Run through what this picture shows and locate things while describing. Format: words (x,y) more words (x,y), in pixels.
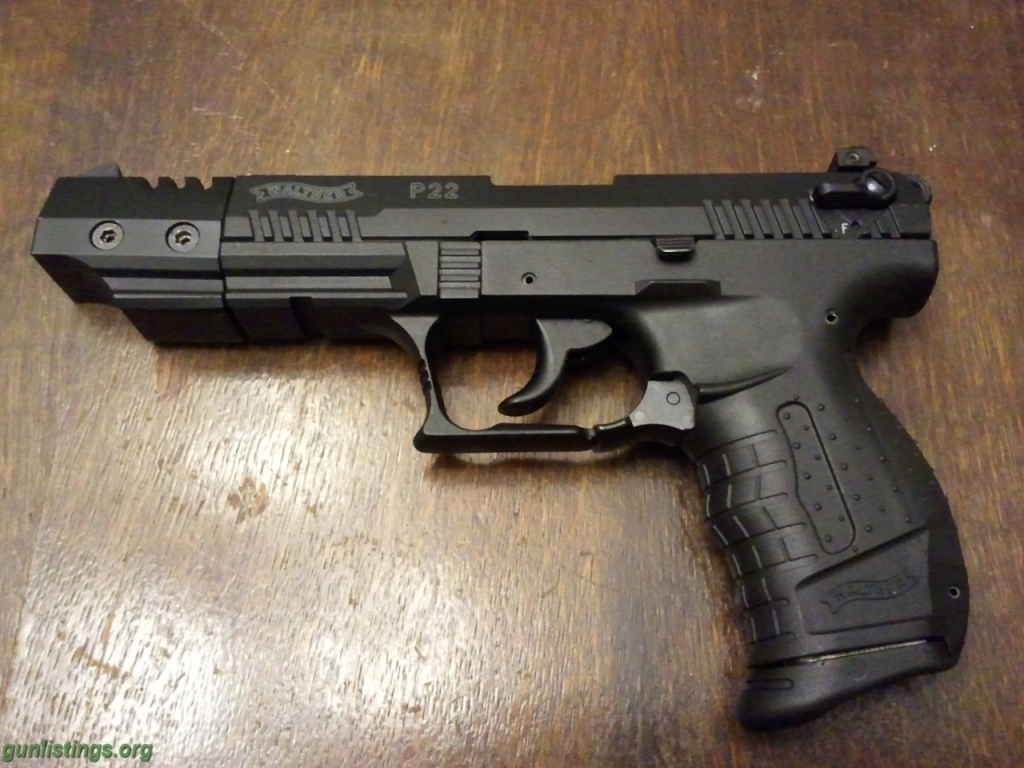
In the center of this picture (528,271) we can see a gun (533,202) is placed on a wooden object (32,346) which seems to be the table (533,628). In the bottom left corner (44,753) we can see the text (124,752) on the image.
